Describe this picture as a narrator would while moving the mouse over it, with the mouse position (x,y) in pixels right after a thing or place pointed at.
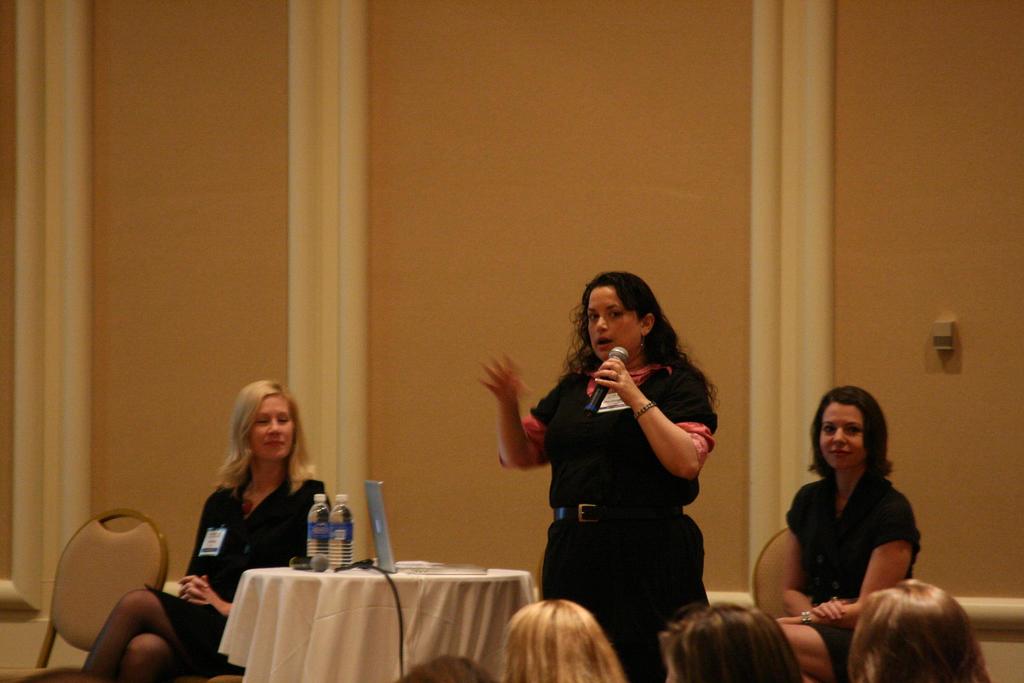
In this picture we can see some people (271,494) are sitting and a woman (632,476) is standing and holding a microphone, there is a table (352,617) in the middle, we can see a laptop (411,566), a wire (381,566), a microphone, two bottles (335,556) and a cloth (384,598) on the table (391,595), there is a chair (134,551) at the left bottom (122,547), we can see a wall (573,160) in the background (545,177).
